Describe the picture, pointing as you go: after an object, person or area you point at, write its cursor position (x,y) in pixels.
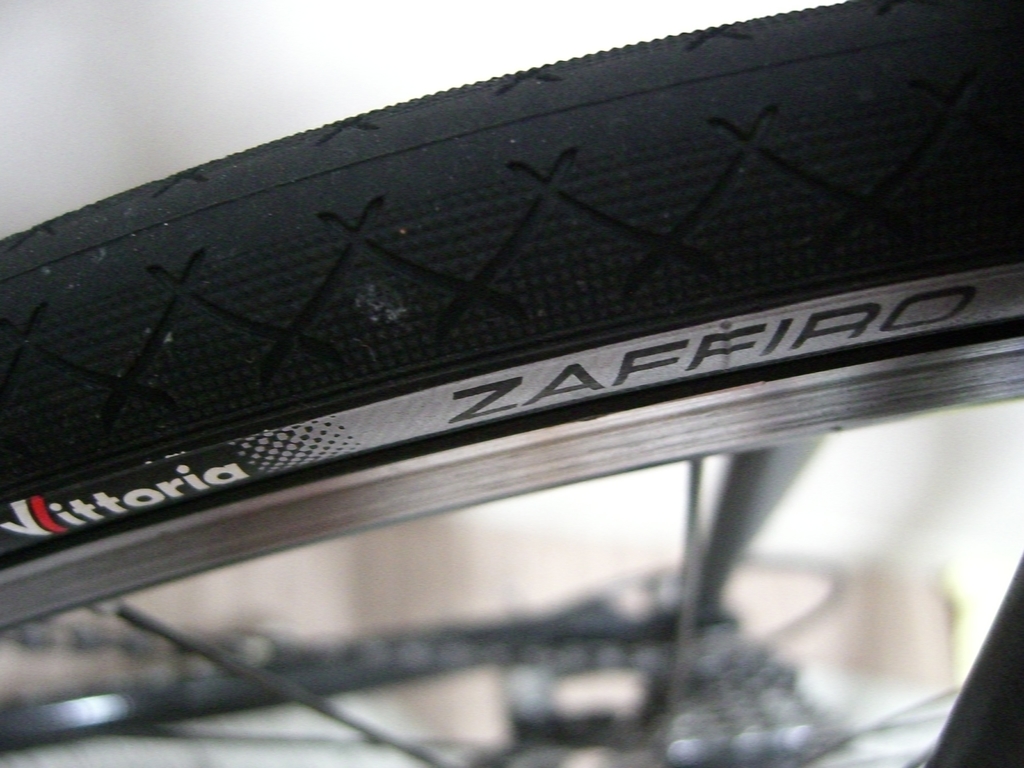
This is a zoomed in picture. At the top (160,249) there is a black color object (147,511) which seems to be the tire (308,283) of a vehicle (798,189) and we can see the text (480,390) is written on the tire (610,398). At the bottom (738,711) we can see the metal rods (730,505) and some other objects (647,705) of the tire (985,225). The background of the image (390,78) is white in color.
